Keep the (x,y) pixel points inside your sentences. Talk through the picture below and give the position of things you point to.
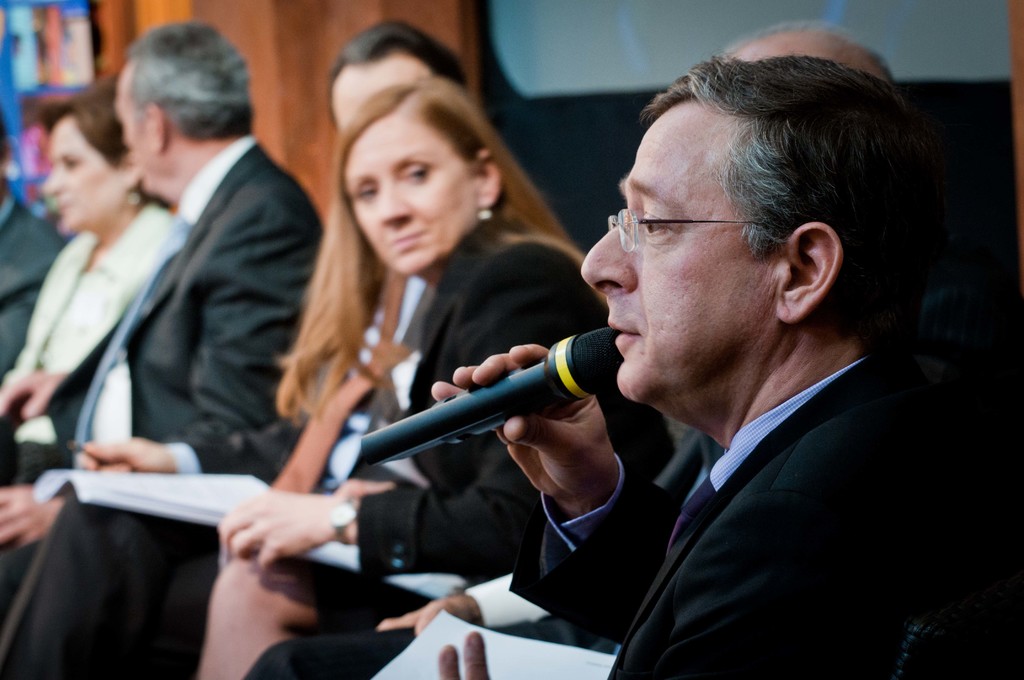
In this picture there are a group of people (250,320) are sitting on a chair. The man (788,410) in black blazer (756,496) with spectacle (625,242) holding the microphone (525,397). Background of this people (321,311) is a wall (571,140).
